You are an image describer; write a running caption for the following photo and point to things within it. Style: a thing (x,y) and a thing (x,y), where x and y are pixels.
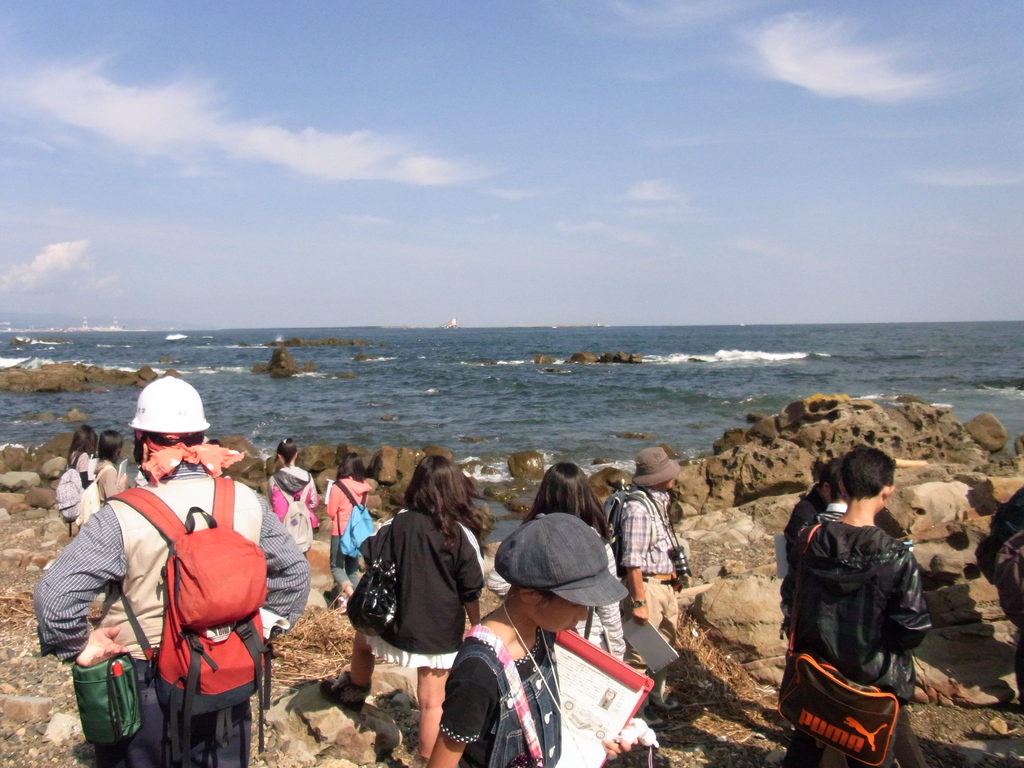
In this image there are people (891,618) on the land (748,669) having rocks (24,456). Left side (141,593) there is a person (148,678) standing on the land (46,688). He is carrying bags (184,570). He is wearing a cap (168,407). There are few people (79,462) carrying the bags (304,512). Bottom of the image (528,693) there is a woman (551,701) holding an object (582,701) in her hand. Middle of the image (489,398) there is an ocean (486,332). Few boats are sailing on the water (507,357). There are rocks (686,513) in the water (454,332). Right side there is a person (651,479) wearing a cap (654,468). He is having a camera (681,576). He is holding an object (655,658) in his hand (637,613).
